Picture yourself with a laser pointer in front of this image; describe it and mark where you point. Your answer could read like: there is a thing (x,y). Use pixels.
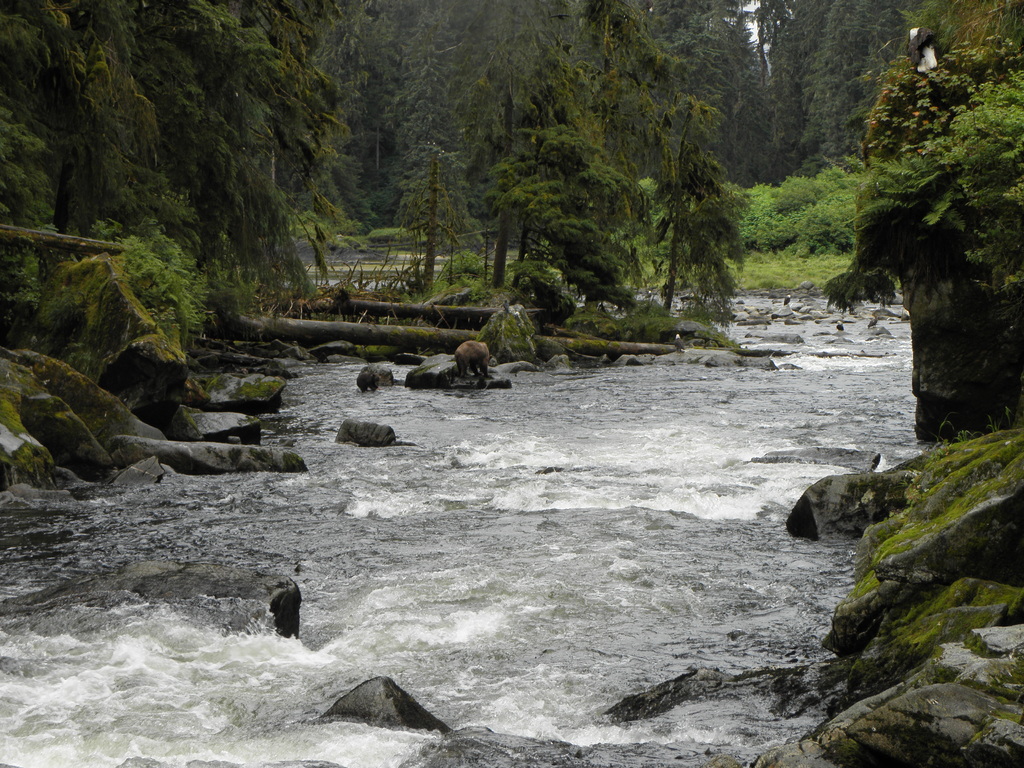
There are stones (376,441) and water (461,455) in the foreground area of the image (441,411), there is greenery (499,196) in the background area (457,219).
